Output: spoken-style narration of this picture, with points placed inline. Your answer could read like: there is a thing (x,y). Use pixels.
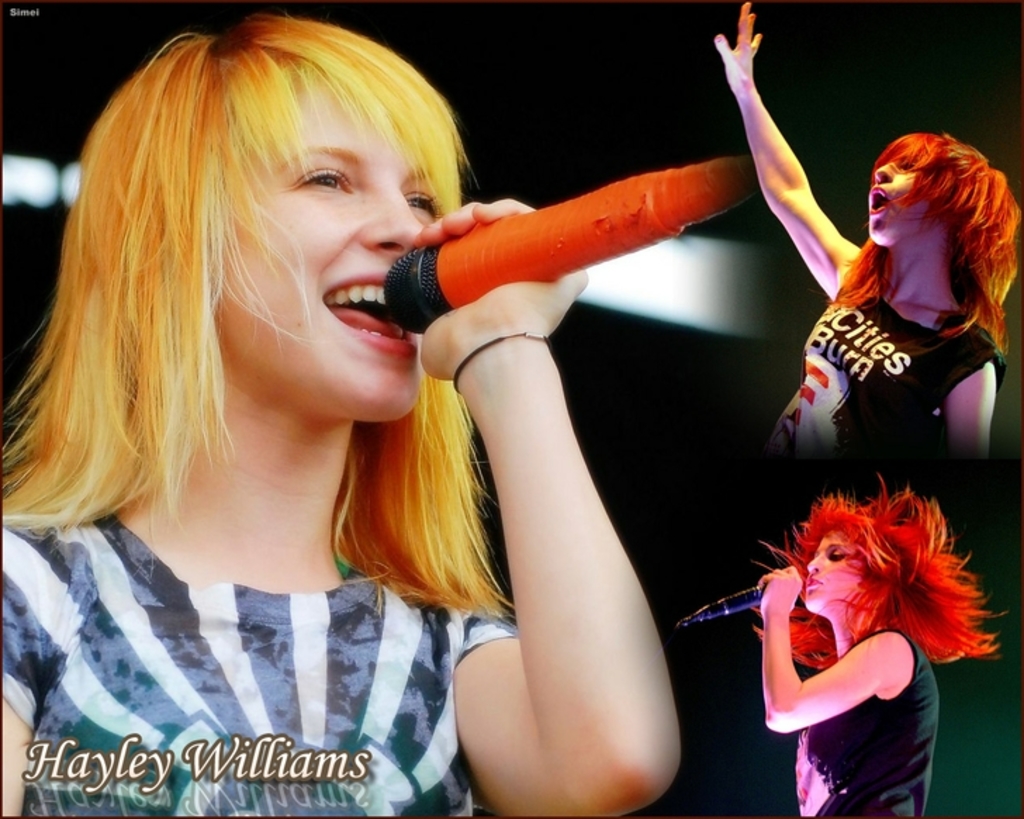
On the left (300,421) there is a woman (274,318) singing on a mike (506,262) by holding a mike (474,295) in her hand (503,322). On the right (865,368) there is a woman (906,287) at the top (942,214) and at the bottom (807,622) a woman (807,636) is holding a mike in her hand (783,595). In the background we can see a light ray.
